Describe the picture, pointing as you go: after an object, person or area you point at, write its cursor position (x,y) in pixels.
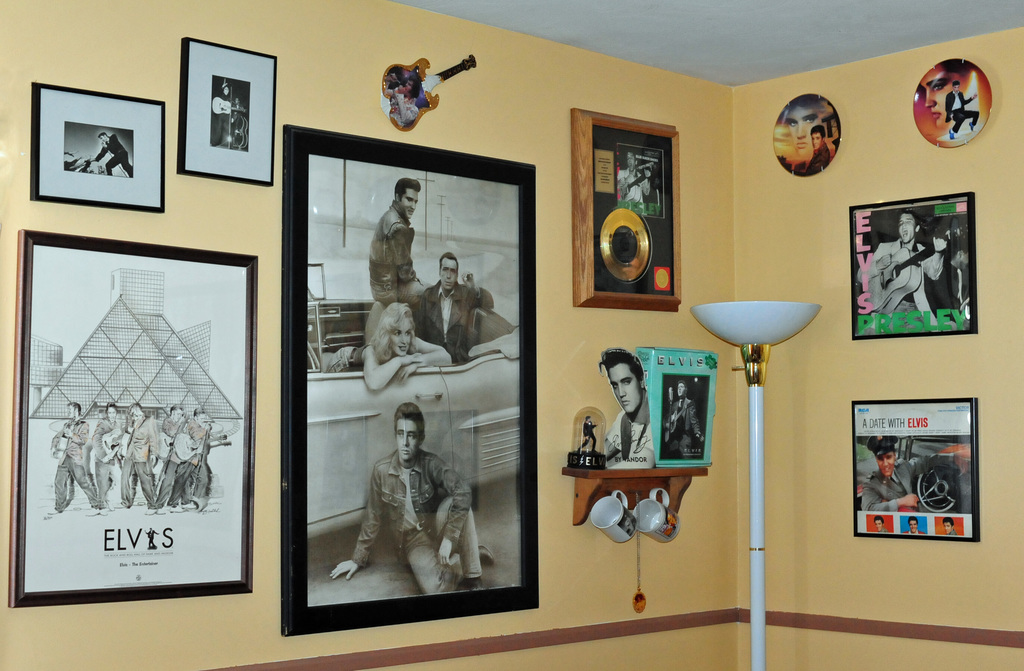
There are frames (365,282) on the wall (642,334). Here we can see cups (645,526) and a trophy (589,412).
